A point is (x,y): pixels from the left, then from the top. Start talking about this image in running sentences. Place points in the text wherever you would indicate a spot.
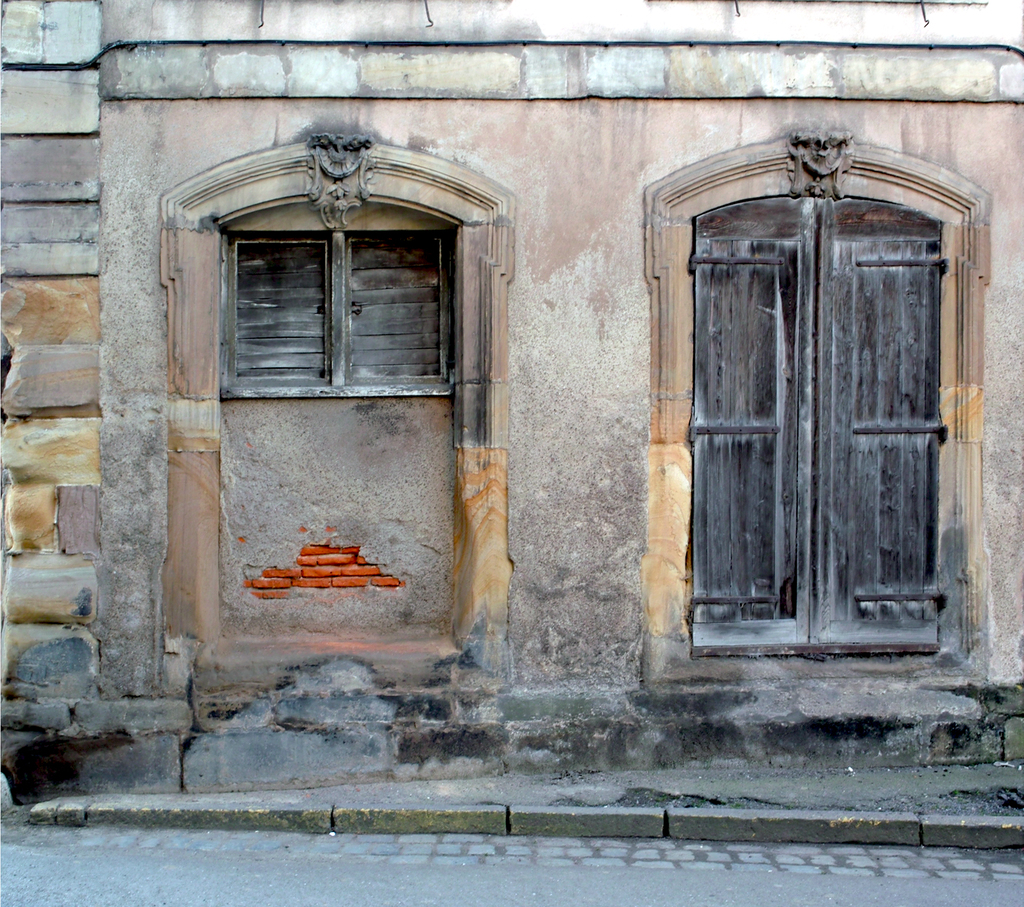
In this image we can see wall (108,140), windows (305,337) and road (445,838).
